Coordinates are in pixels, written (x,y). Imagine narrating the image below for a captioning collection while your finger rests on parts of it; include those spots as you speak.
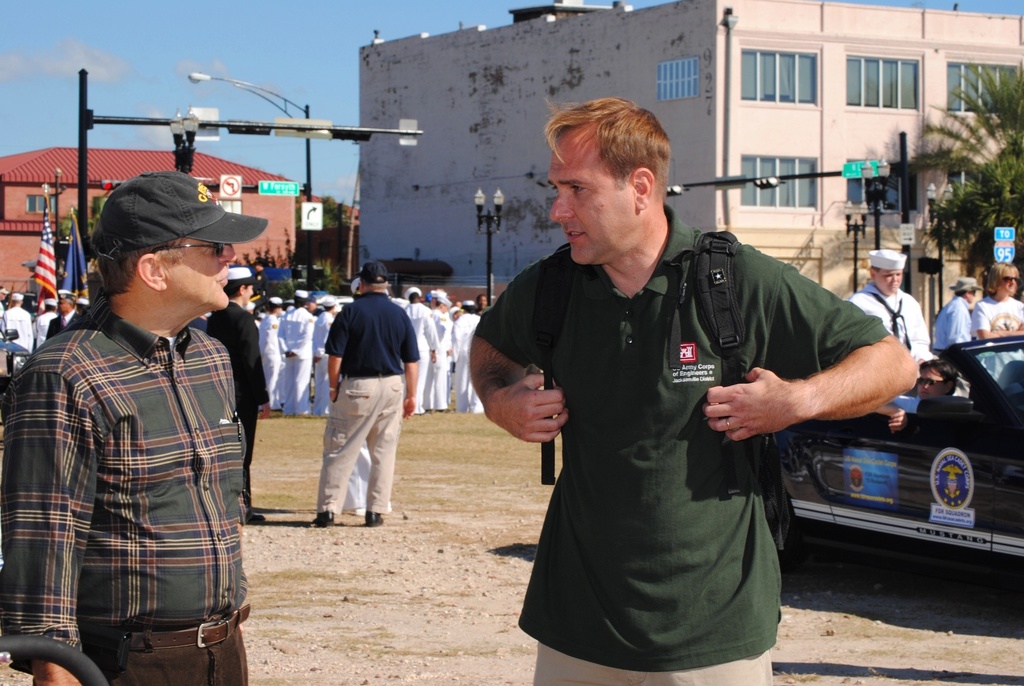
In this picture we can see some persons (406,317) are standing. This is building (516,116) and there is a pole (153,119). Here we can see trees (983,204). And these are the flags (75,265). On the background (299,60) there is a sky (289,46) with clouds (128,59).
